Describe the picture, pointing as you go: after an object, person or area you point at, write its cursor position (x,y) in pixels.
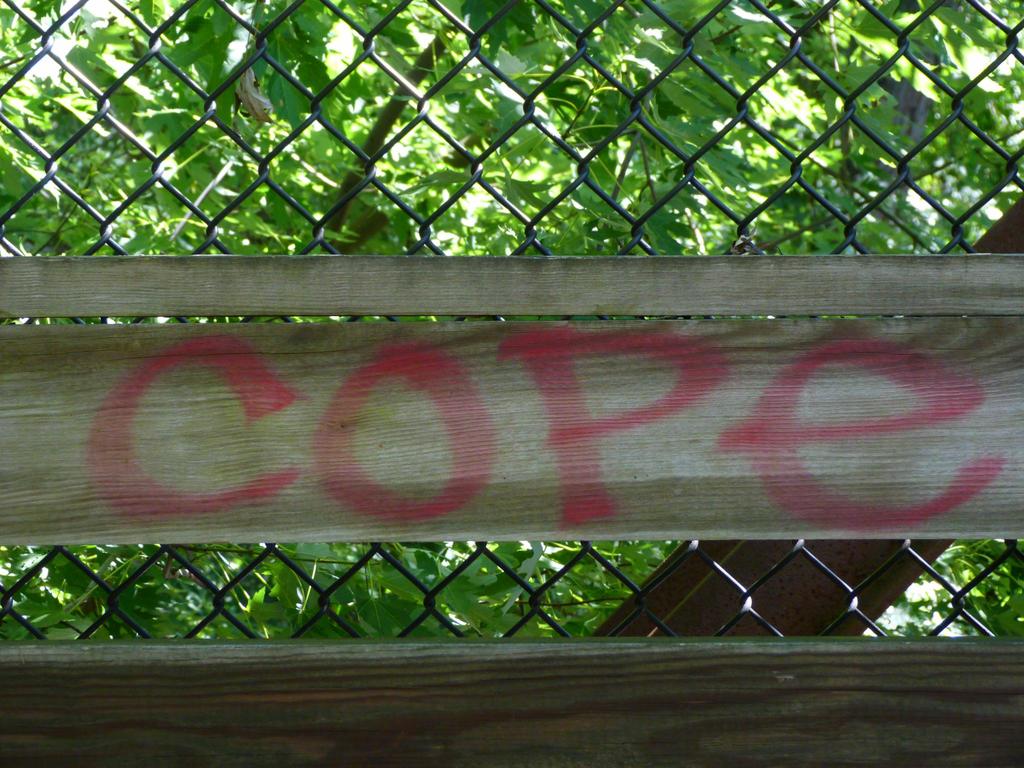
In this image there is a wooden plank (480,496) on the fence (489,287) behind that there are so many trees (256,209).
